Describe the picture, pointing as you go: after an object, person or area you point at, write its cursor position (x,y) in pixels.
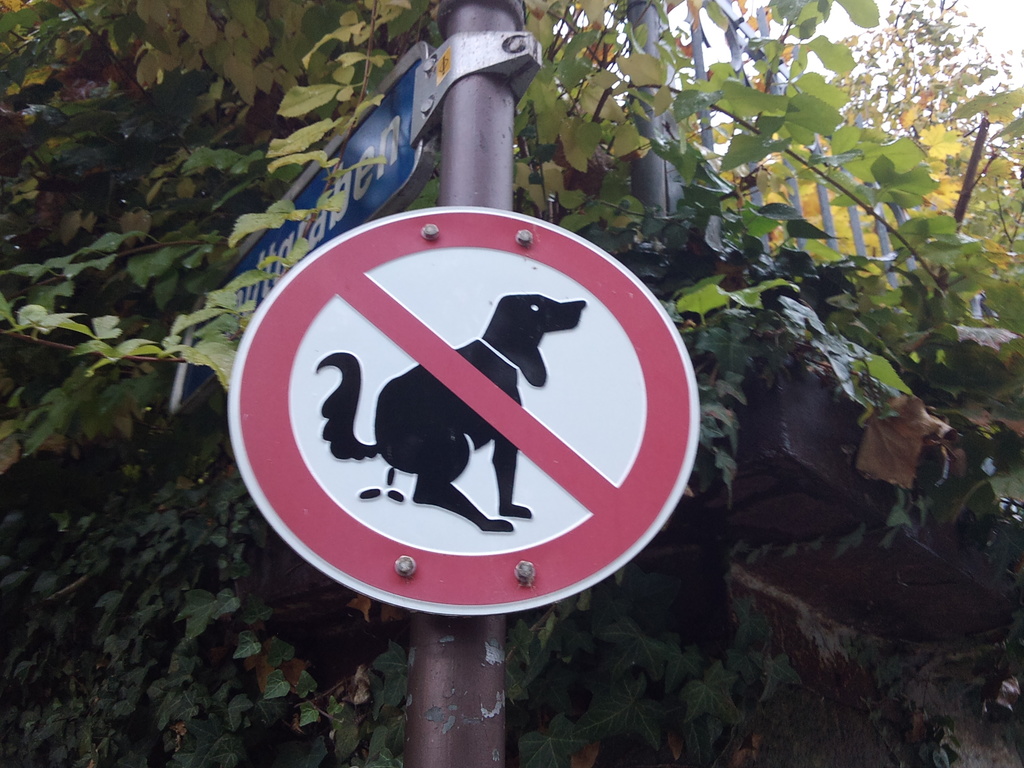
In this picture we can see boards (426,344) on pole (468,143), leaves (770,229) and fence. In the background of the image (1000,16) we can see the sky (991,6).
